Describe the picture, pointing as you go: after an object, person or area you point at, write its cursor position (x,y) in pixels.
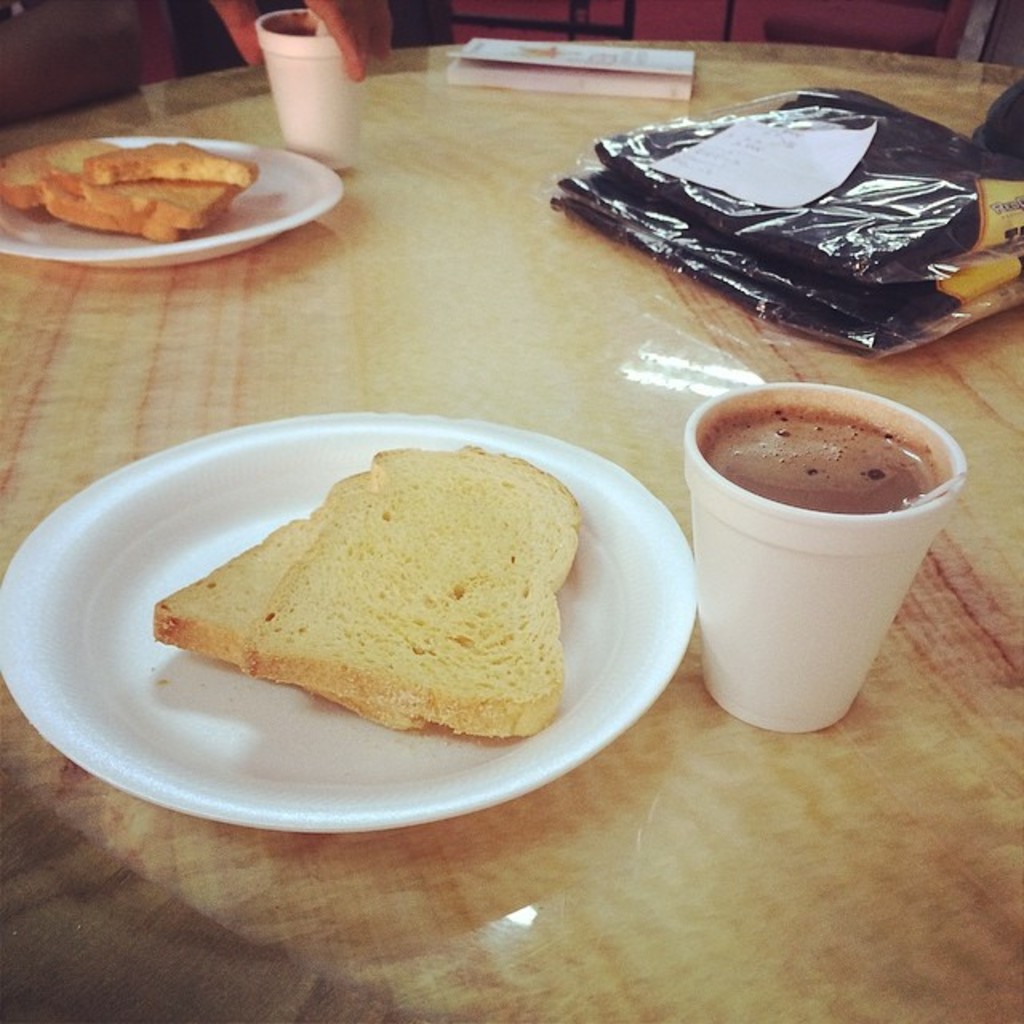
In this image we can see a table (678,410), on that there are breads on plates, two coffee cups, a book (582,76), and two packets (873,223).
